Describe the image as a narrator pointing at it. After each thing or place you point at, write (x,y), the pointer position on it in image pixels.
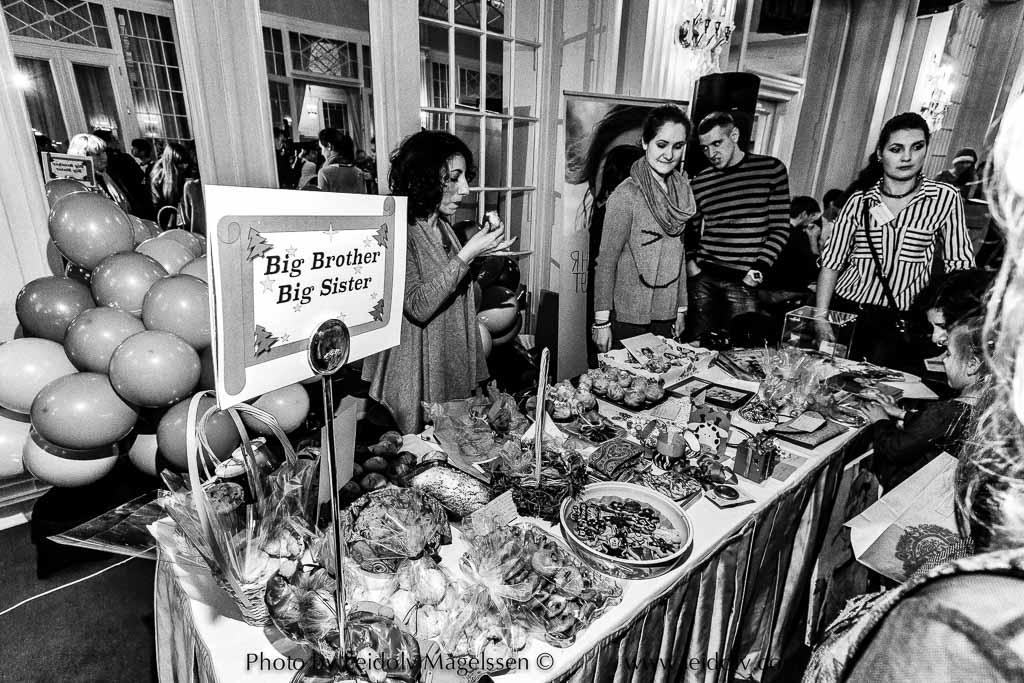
This is a black and white image. At the bottom (672,578) there is a table (657,606) which is covered with a cloth (601,633). On the table (460,524) there are many bowls (568,523), food items (634,525), gifts (751,460), food packets (383,502) and many other objects (573,447) are placed and also there is a metal stand (340,588) to which a board (339,246) is attached. On the board (337,295), I can see some text (322,295). Around this table (647,589) few people (613,296) are standing. On the left side (75,349) there are few balloons (65,330). In the background (186,122), I can see few windows (507,84) to the wall (590,6) and also I can see some more people (972,192).
